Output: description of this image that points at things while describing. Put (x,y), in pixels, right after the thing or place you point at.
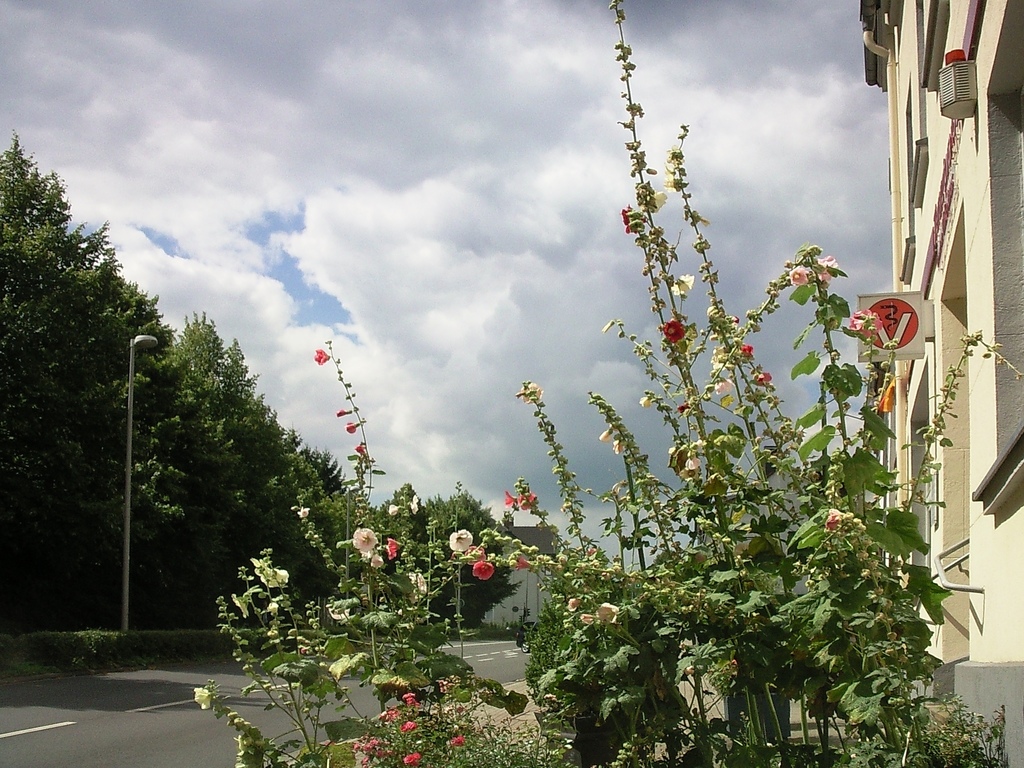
In this image I can see few flowers (745,353), they are in white and pink color. I can also see few plants (429,659) and trees (61,363) in green color, background I can see few electric poles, a building (994,255) in cream color and sky (408,119) is in blue and white color.
